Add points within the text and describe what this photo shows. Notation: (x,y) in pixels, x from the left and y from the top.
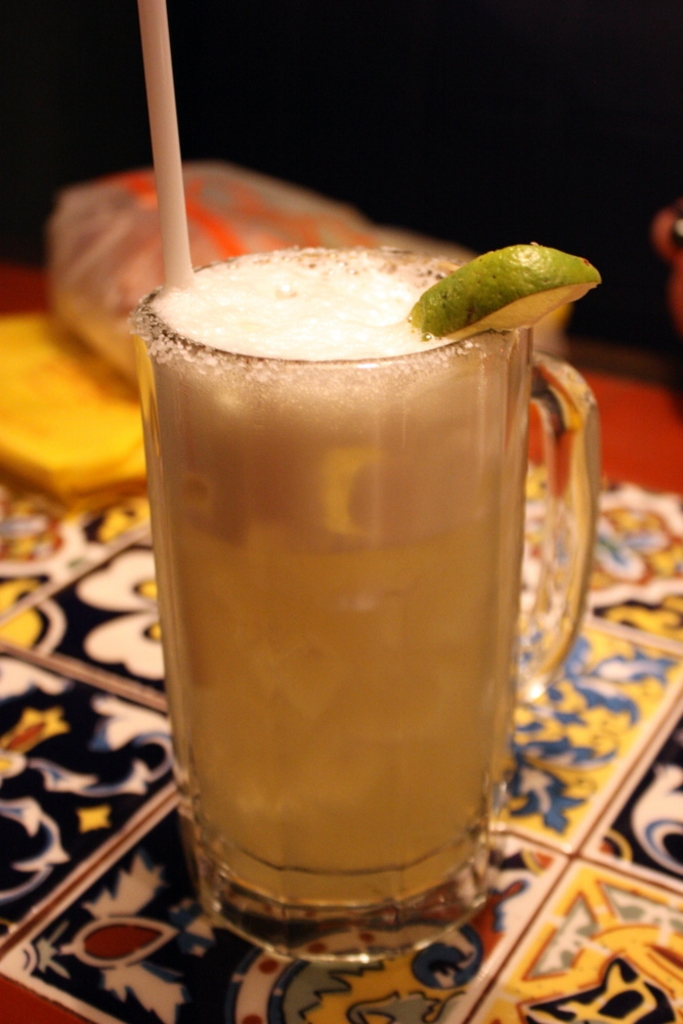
In this image I can see a red colored surface (648,428) and on it I can see a cloth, a glass (461,802) with juice (389,541), a lemon (519,295) and a straw (188,275) in it and on the surface (124,605) I can see few other objects (236,195) and I can see the dark background (455,146).
